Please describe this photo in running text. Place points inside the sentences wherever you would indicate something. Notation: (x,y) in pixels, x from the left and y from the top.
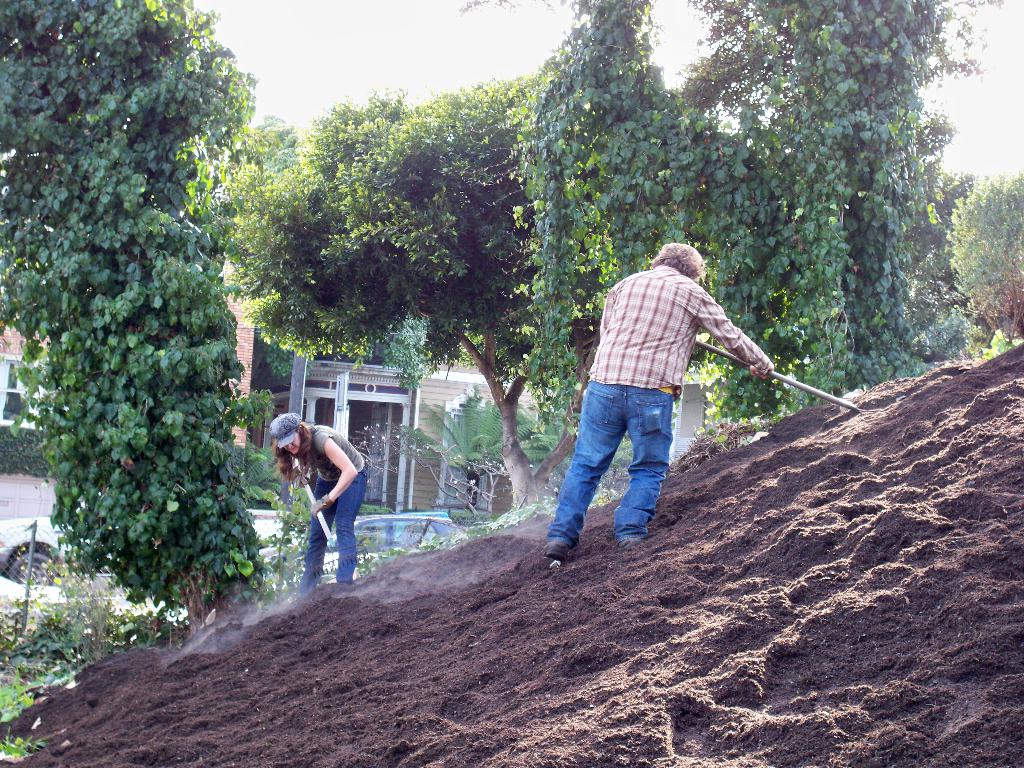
In the foreground (504,585) I can see two persons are holding some objects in their hand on the mud (436,629). In the background (556,297) I can see creepers (592,249), trees (328,317), grass (72,645), plants (90,642), buildings (384,421), vehicle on the road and the sky (296,122). This image is taken may be during a day.
